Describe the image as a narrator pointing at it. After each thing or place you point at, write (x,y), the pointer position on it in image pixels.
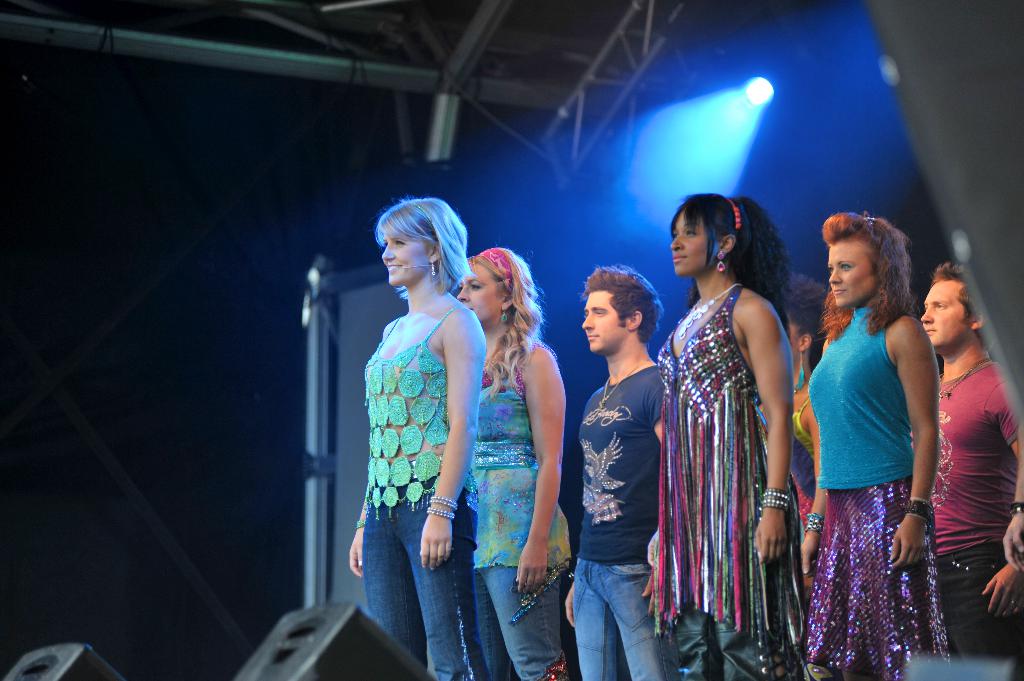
This image is taken indoors. In this image the background (257,366) is dark and there is a light (711,166). At the top of the image (449,109) there are a few iron bars (462,58). At the left bottom of the image (311,654) there are two objects (327,642). On the right side of the image (763,358) a few people (444,416) are standing and they are with smiling faces (395,263).
